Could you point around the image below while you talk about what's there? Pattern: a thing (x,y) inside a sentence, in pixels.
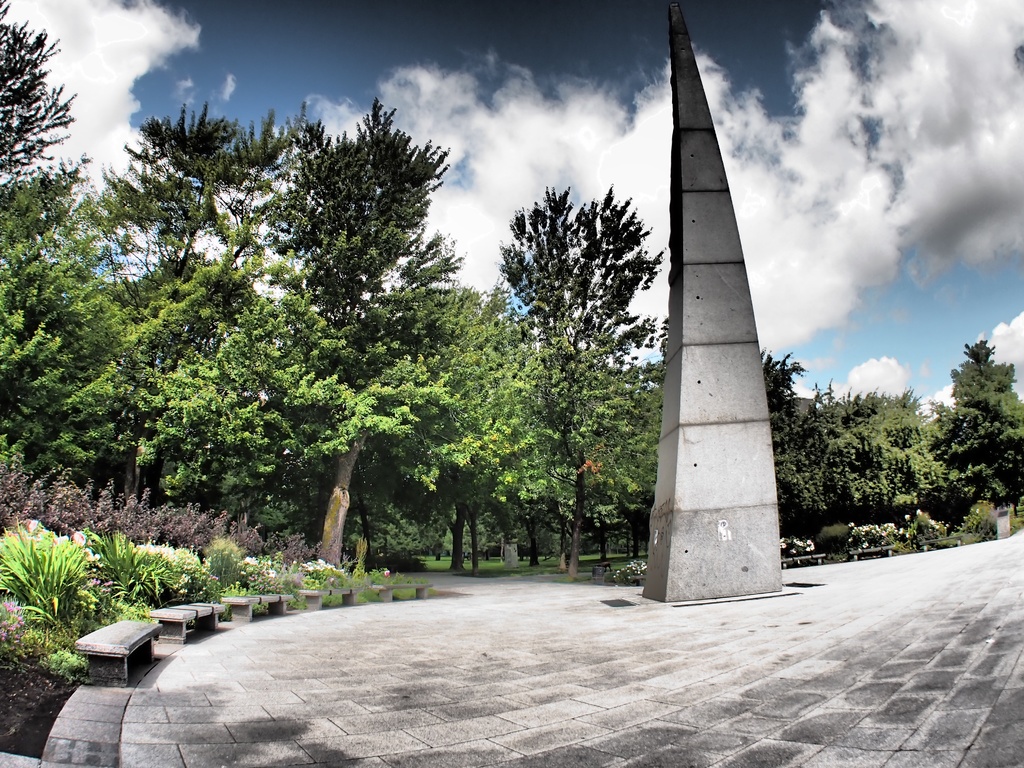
There is a pillar (732,477) on a brick floor (607,646). On the left side (114,625) there are benches (108,644). Also there are plants (87,526). In the back (235,392) there are many trees (805,414) and sky (770,130) with clouds (578,89). And there is a road (461,575).
